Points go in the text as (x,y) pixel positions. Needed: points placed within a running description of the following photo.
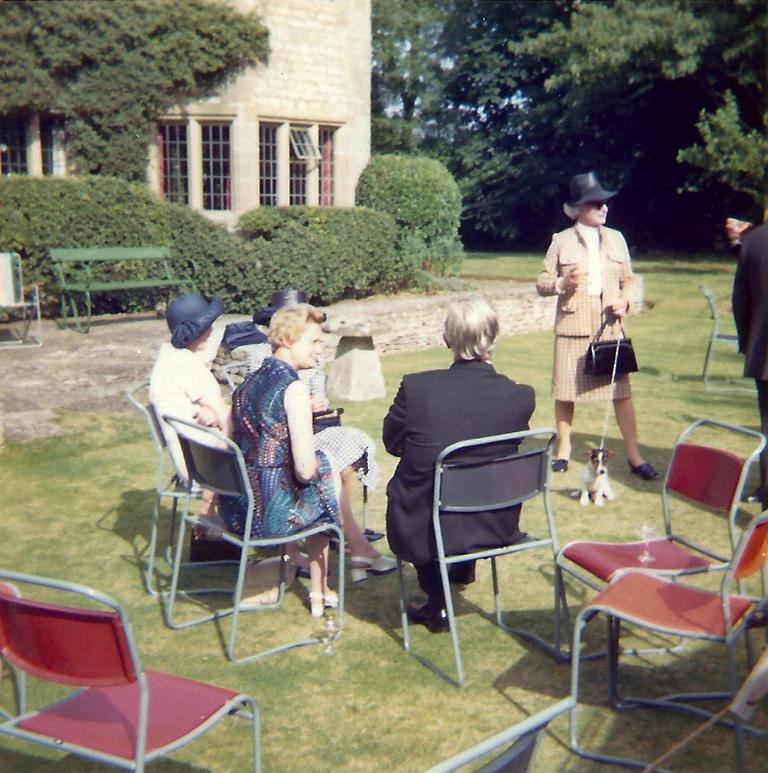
There are four people (228,414) sitting on the chairs (484,486). Here is a woman (586,195) standing and holding a handbag (623,364). These are the empty chairs (147,682). These are the small bushes (365,218). This is a bench (126,285). This looks like a building (278,99). These are the trees (546,73).
